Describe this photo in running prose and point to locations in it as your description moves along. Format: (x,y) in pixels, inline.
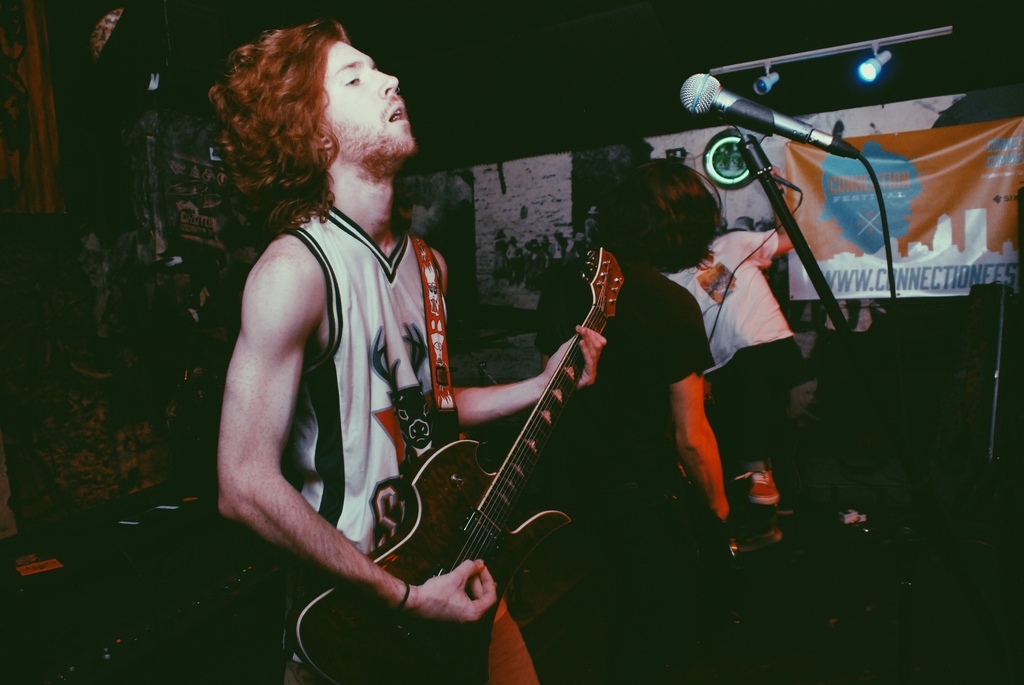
In this picture we can see man (381,104) holding guitar (441,491) in his hand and playing and in front of him there is a mic (737,94) and in the background (659,237) we can see two persons (611,404), banner (907,239), light (837,50) and here it is dark.
